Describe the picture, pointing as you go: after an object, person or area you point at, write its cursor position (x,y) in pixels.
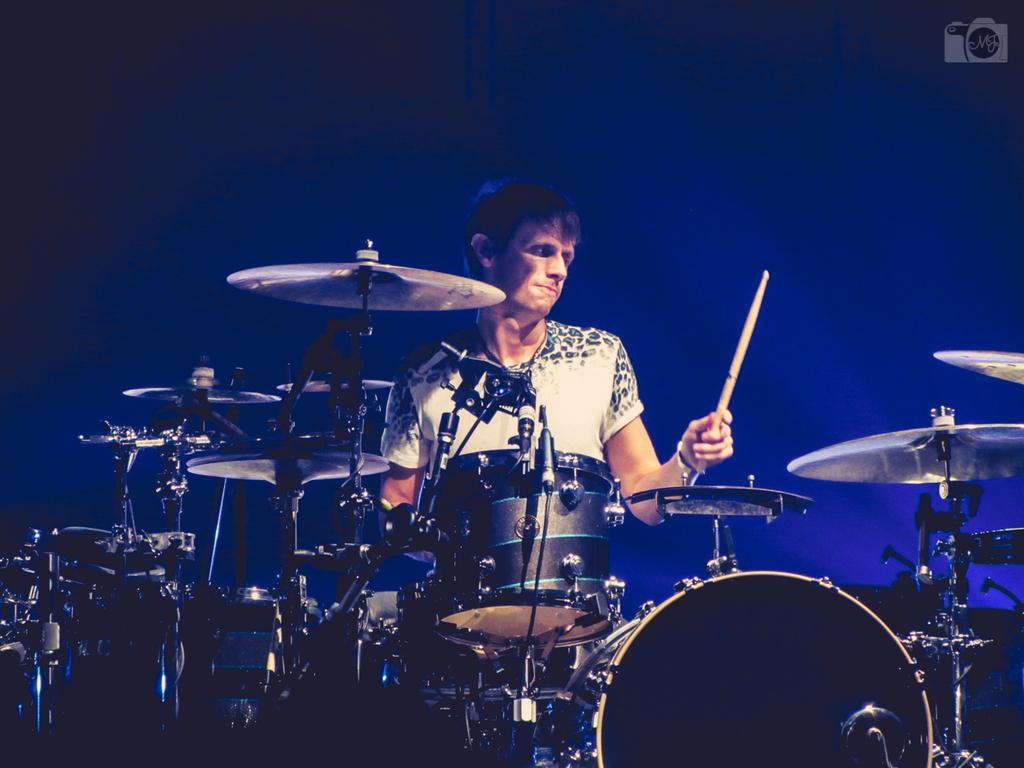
On the background of the picture (591,131) is very dark. Here we can see one man (535,432) playing drums (720,500) by holding a stick (725,387) in his hand (709,441). This is a cymbal (397,297), musical instrument (381,294).
